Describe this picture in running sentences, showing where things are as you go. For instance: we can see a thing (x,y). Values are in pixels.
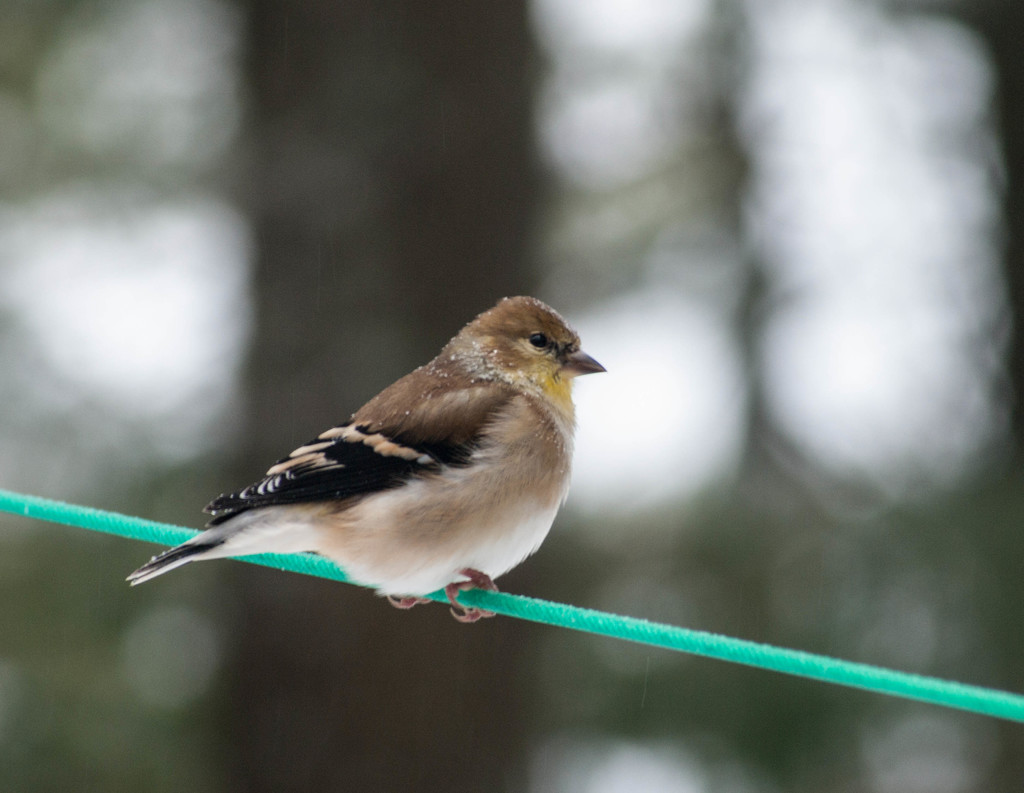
In this picture I can see in the middle (469,407) a bird (508,465) is sitting on a rope (593,628).
